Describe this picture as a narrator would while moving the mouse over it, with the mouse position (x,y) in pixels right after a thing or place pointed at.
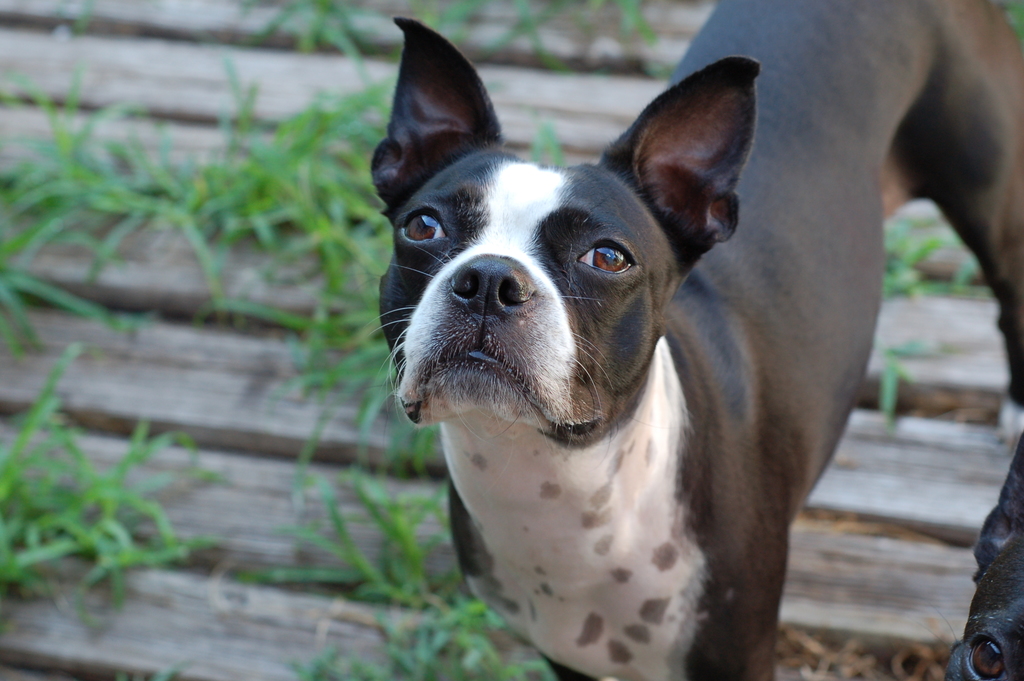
As we can see in the image there is a black color dog (716,338) and grass (361,235).
